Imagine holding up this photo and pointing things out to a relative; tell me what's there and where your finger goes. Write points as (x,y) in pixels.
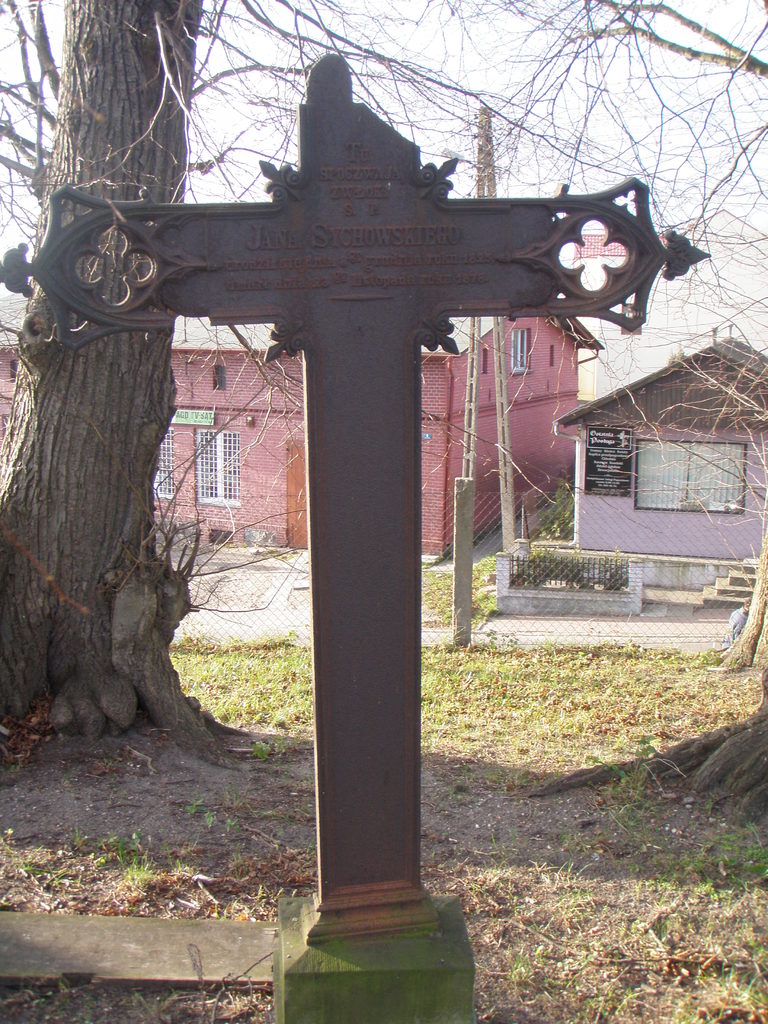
In this image we can see a cross (349,295) with some written letters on it. On the backside (161,652) we can see a bark (158,643) of a tree (163,589), houses (180,479) with roof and windows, a fence (510,551), dried branches (293,100) and the sky (277,94).
